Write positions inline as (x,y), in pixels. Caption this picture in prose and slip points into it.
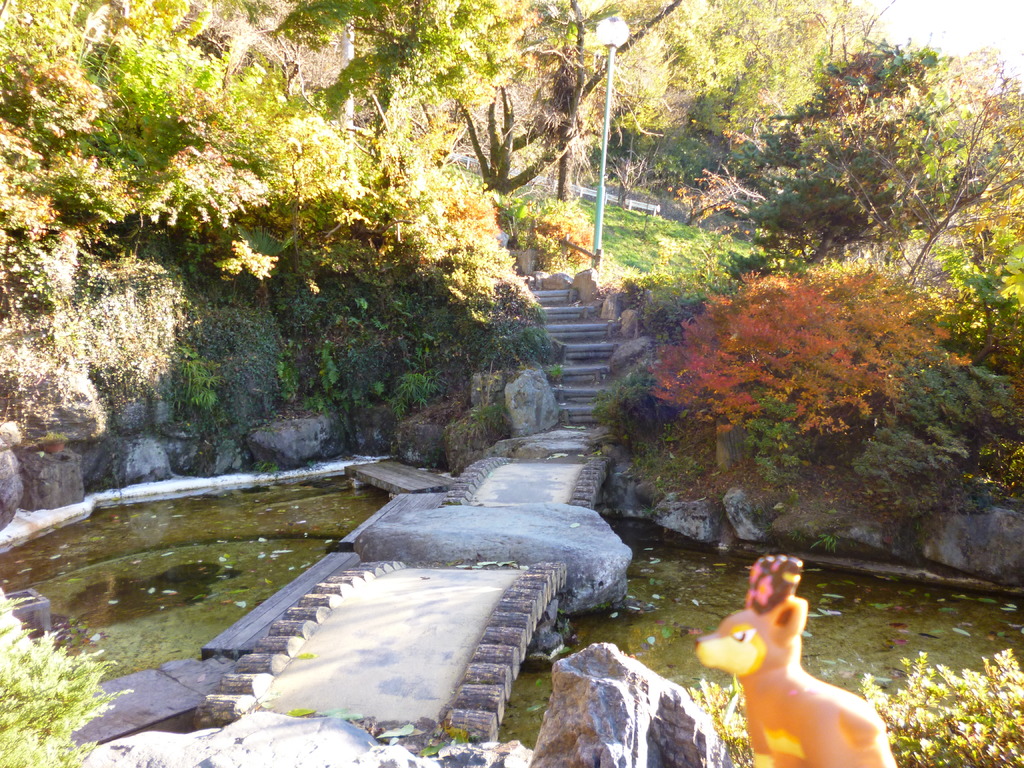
There is a bridge (380,573). Near to the bridge (523,479) there is water (691,568). Also there is a rock wall (291,373) and steps (569,357). In the back (496,116) there are trees (779,182). Near to the steps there is a light pole (607,93). In the front (792,684) there is a statue of an animal (778,684).
